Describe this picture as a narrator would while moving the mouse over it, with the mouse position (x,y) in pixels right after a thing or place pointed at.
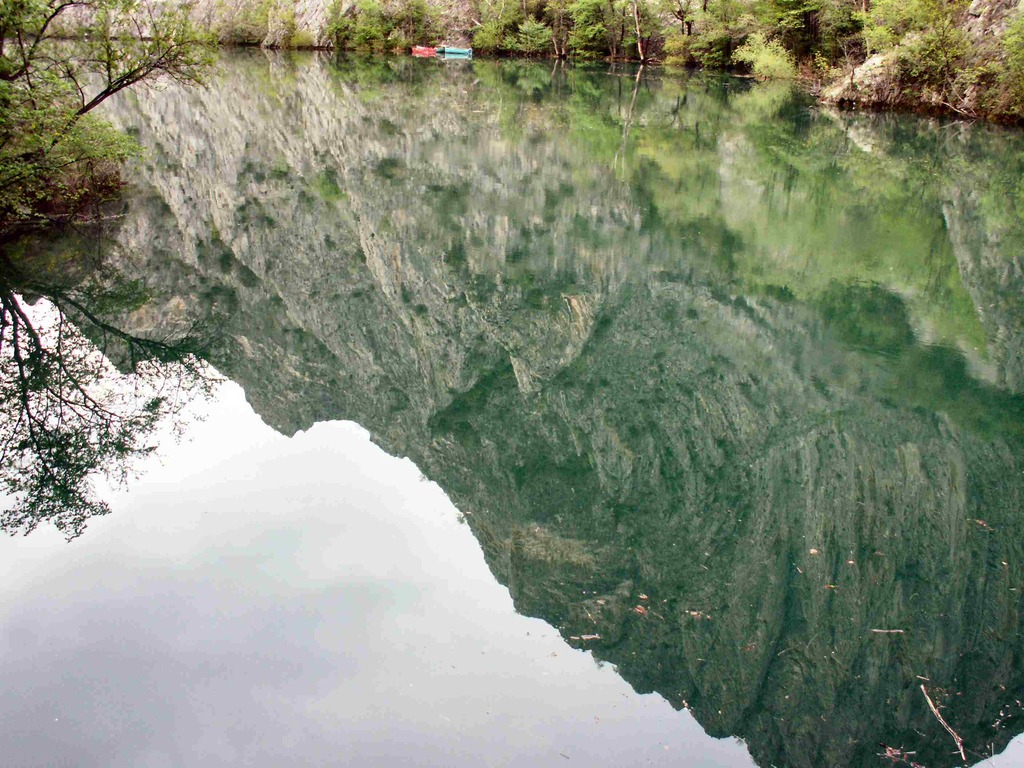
In this picture we can see the river water (329,632) and reflection (690,370) of a mountain (697,345). Behind there are some trees (649,46).
